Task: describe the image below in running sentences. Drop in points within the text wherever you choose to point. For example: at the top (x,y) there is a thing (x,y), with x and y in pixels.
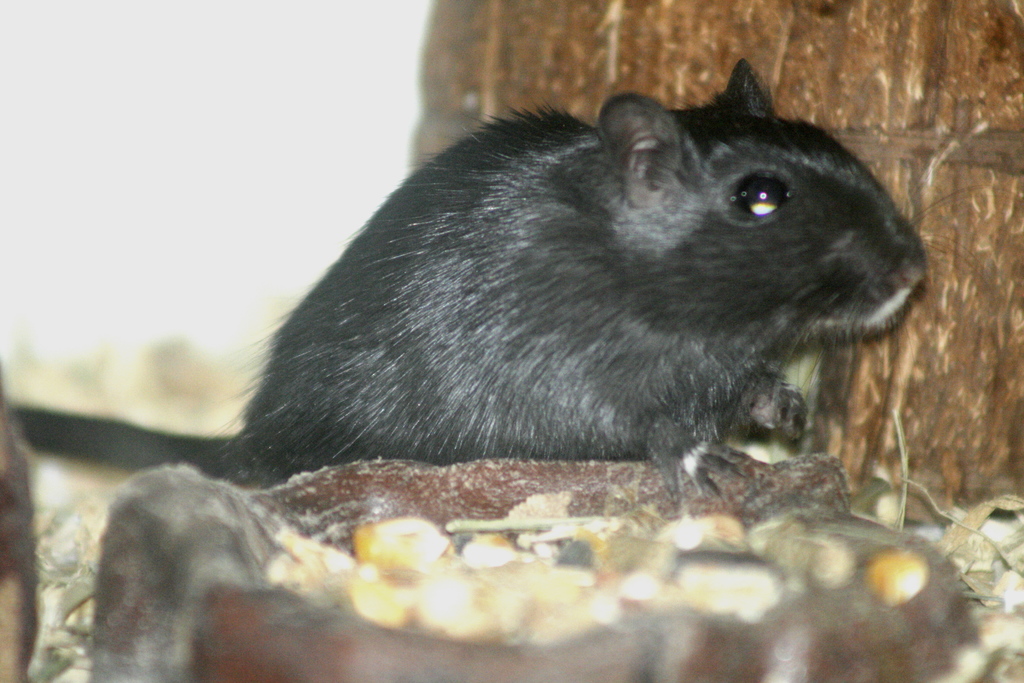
This image is taken outdoors. On the right side of the image (924,336) there is a tree (940,332). In the middle of the image (469,345) there is a rat (444,304). At the bottom of the image (287,573) there is a bowl (267,653) with a few grains (488,566) in it.
